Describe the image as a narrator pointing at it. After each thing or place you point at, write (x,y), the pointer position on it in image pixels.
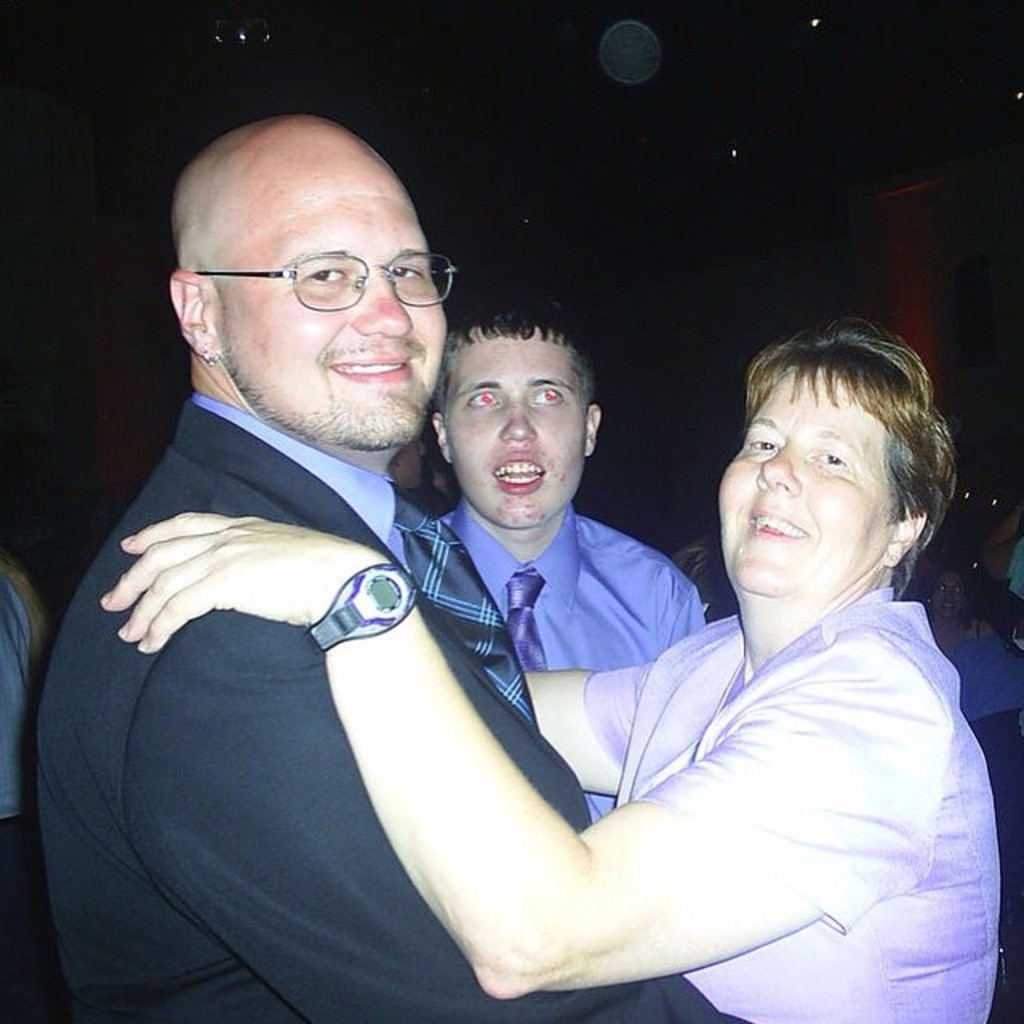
In this image I can see three people (504,487). In front (312,837) the man (319,685) is wearing black coat (336,790) and blue shirt (378,507). Background (744,119) is black in color.
